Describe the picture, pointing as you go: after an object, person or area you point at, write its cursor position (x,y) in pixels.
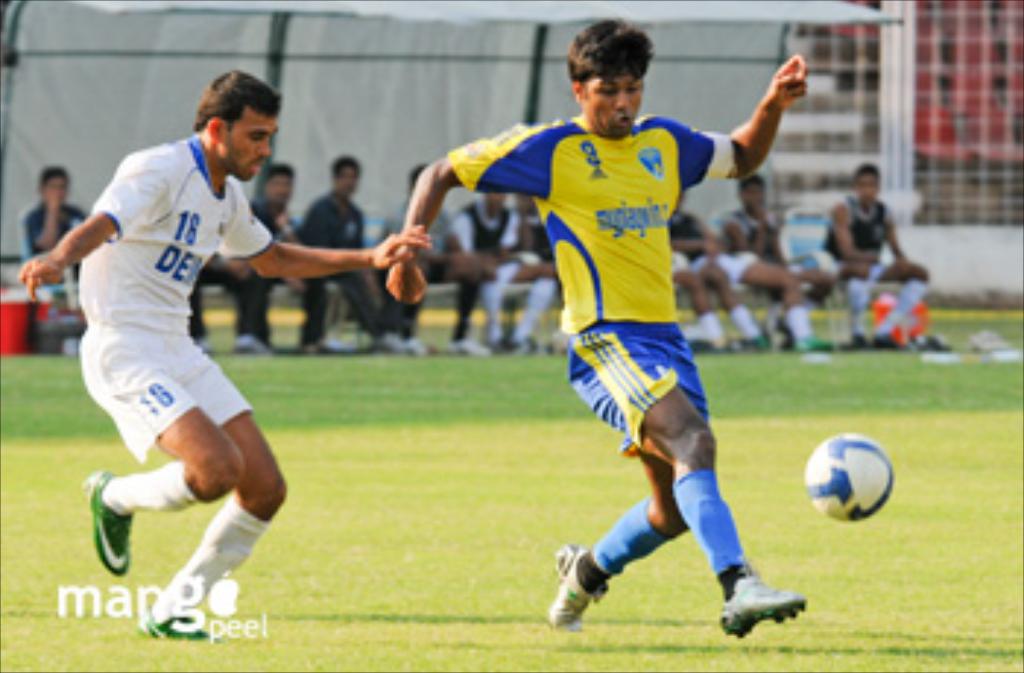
This picture is clicked outside. In the foreground (234,147) we can see the two persons (625,211) wearing t-shirts (177,292) and running on the ground (361,520). The ground (353,464) is covered with the green grass (314,386). On the right (846,475) there is a ball (846,475) in the air. In the background (906,291) we can see the group of persons (864,267) sitting on the chairs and we can see a white color tent (407,68) and some other objects (56,330). In the bottom left corner (199,602) there is a text (182,605) on the image.
